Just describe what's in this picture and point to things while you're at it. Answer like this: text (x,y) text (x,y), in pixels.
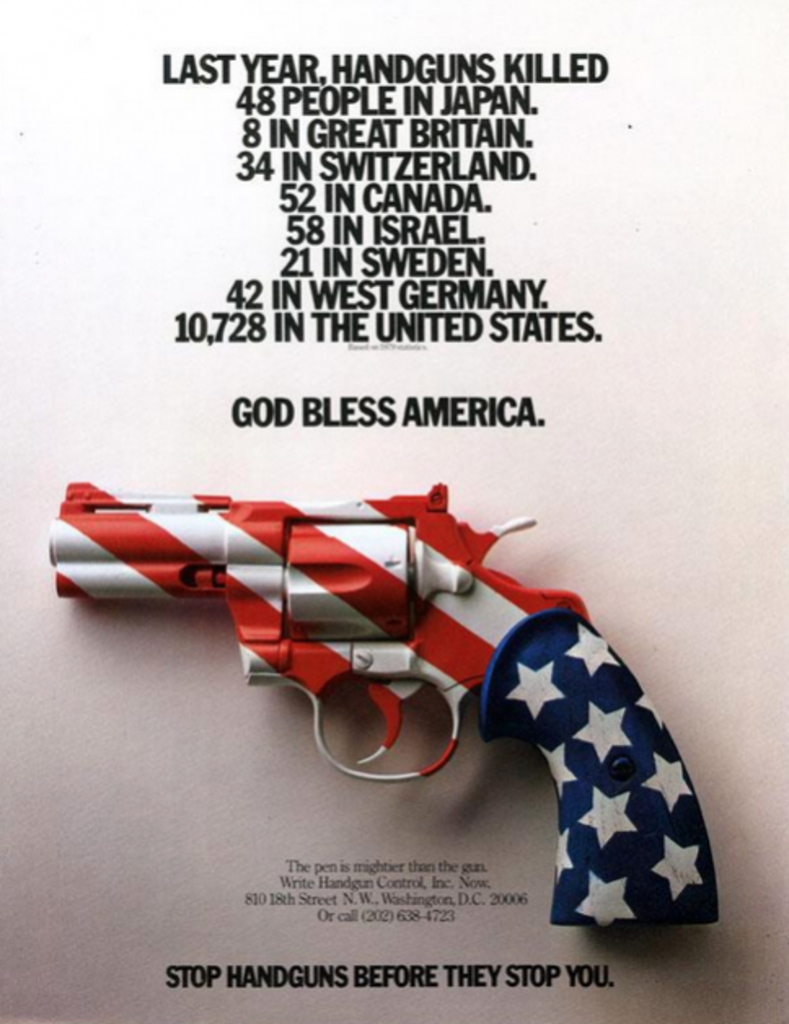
In this picture I can observe a revolver (374,654). This revolver (385,667) is in blue, white and red colors. I can observe some text (364,263) in this picture. The background (559,407) is in white color.
